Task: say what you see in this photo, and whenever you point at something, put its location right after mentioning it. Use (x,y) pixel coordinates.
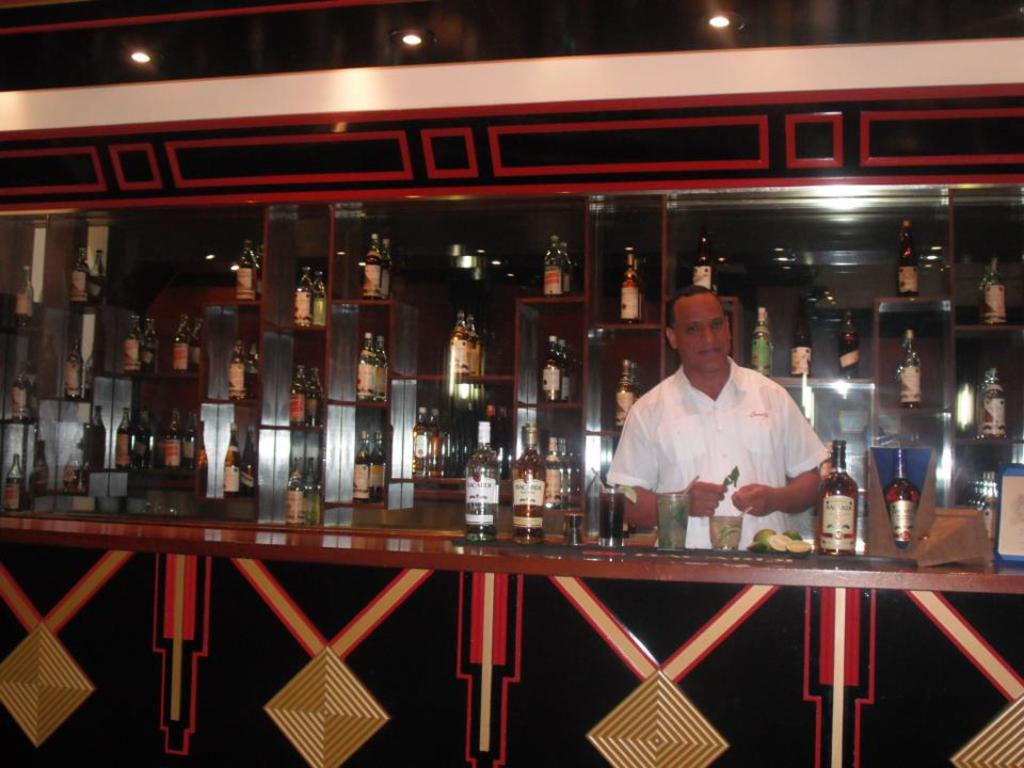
In this image, we can see a person (725,423) wearing white dress (777,524) is holding an object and standing. We can also see a table (919,712) with some objects (527,483) like bottles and glasses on it. We can also see glass shelves (958,393) with some objects (474,367) placed in it. We can also see some lights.
